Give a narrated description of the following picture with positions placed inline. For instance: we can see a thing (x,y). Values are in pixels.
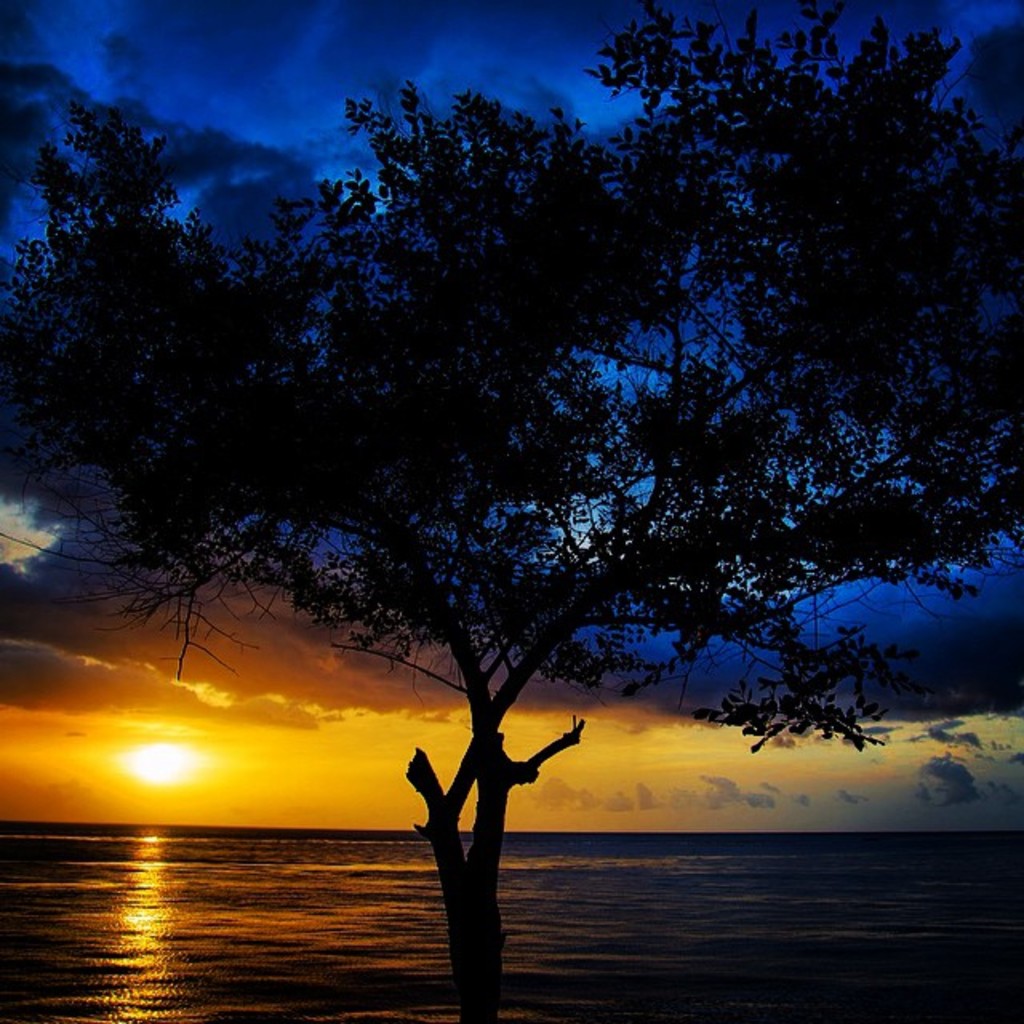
In this image in the center (350,554) there is one tree (753,607), at the bottom (725,918) there is a river (199,906) and in the background (815,818) there is a sky (740,807).
